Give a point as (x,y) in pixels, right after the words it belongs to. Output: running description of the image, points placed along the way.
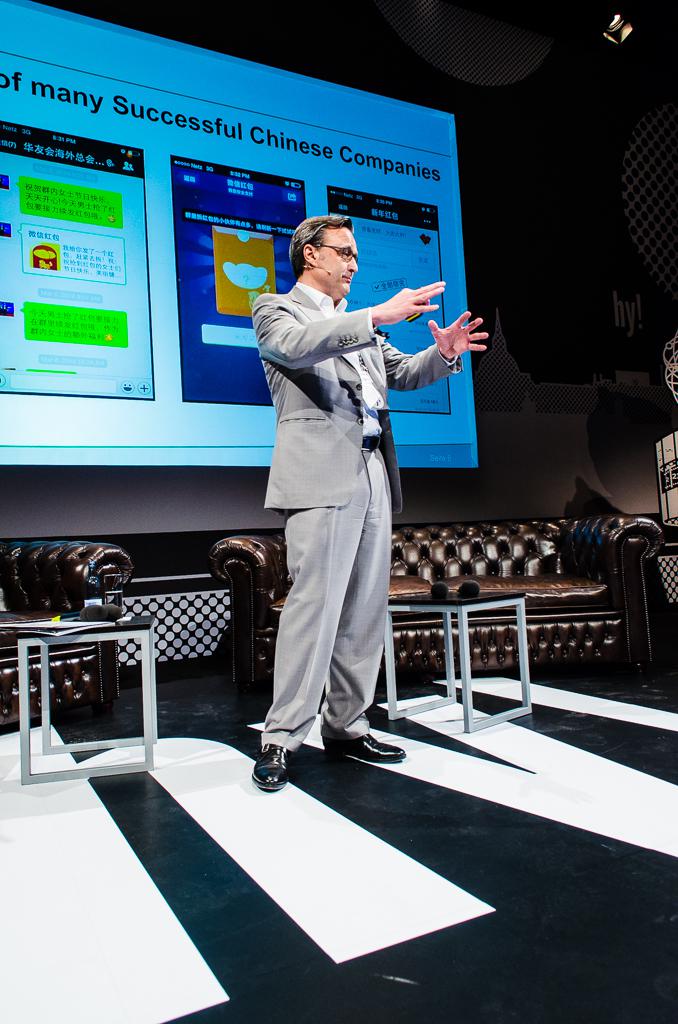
In this image there is a person (307,606) standing on the floor (369,805). Beside him there are mikes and a book (53,634) on the tables (444,704). There are sofas (635,523). In the background of the image (393,186) there is a screen (39,117). There is a painting (650,134) on the wall (577,413). On the right side of the image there are some objects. On top of the image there is a light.
